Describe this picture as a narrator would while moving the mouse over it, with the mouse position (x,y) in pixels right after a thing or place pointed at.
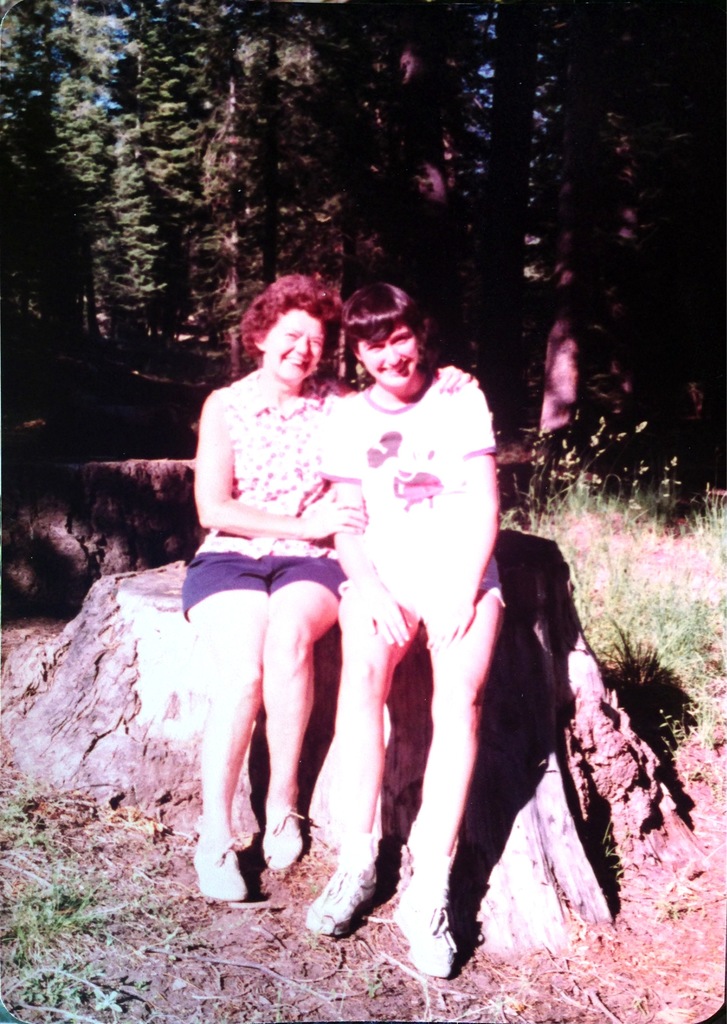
In the middle of the picture (364,565), we see two women (297,593) are sitting on the stem (327,753) of the tree (411,698). Both of them are smiling and they are posing for the photo. At the bottom of the picture (207,961), we see twigs (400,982). Behind them, we see the grass (641,600). In the background (341,230), there are trees (331,278).
